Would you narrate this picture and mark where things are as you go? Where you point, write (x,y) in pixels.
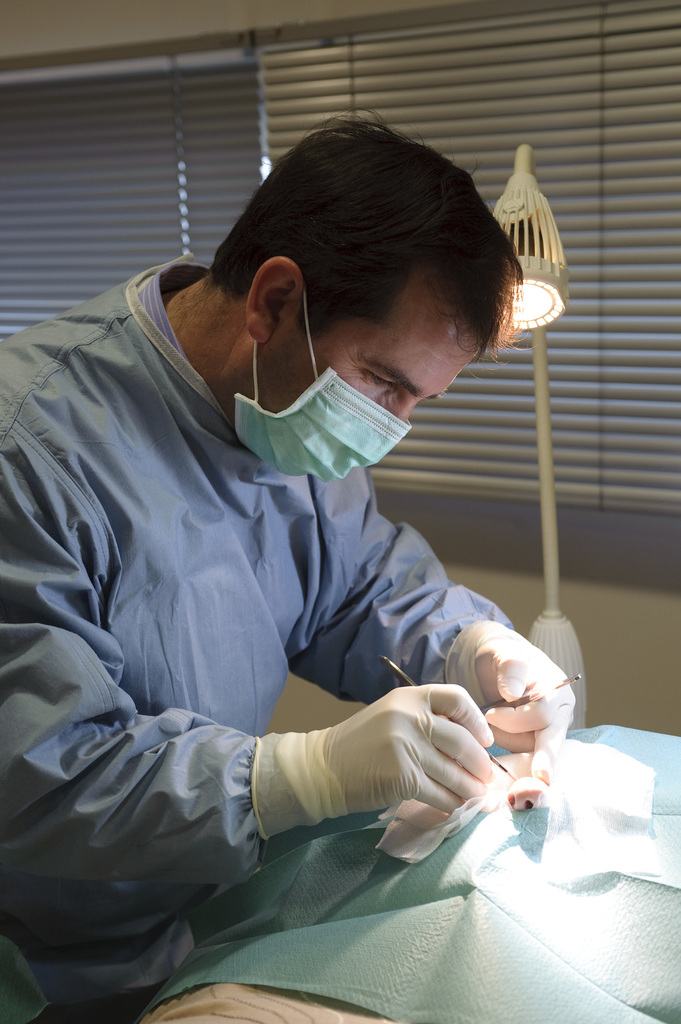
In the picture we can see a doctor (58,510) standing and operating a patient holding some instrument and he is with gloves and mask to his mouth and nose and in the background (673,493), we can see a wall (596,589) with plastic curtains (627,358) and near it we can see some pole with light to it.
